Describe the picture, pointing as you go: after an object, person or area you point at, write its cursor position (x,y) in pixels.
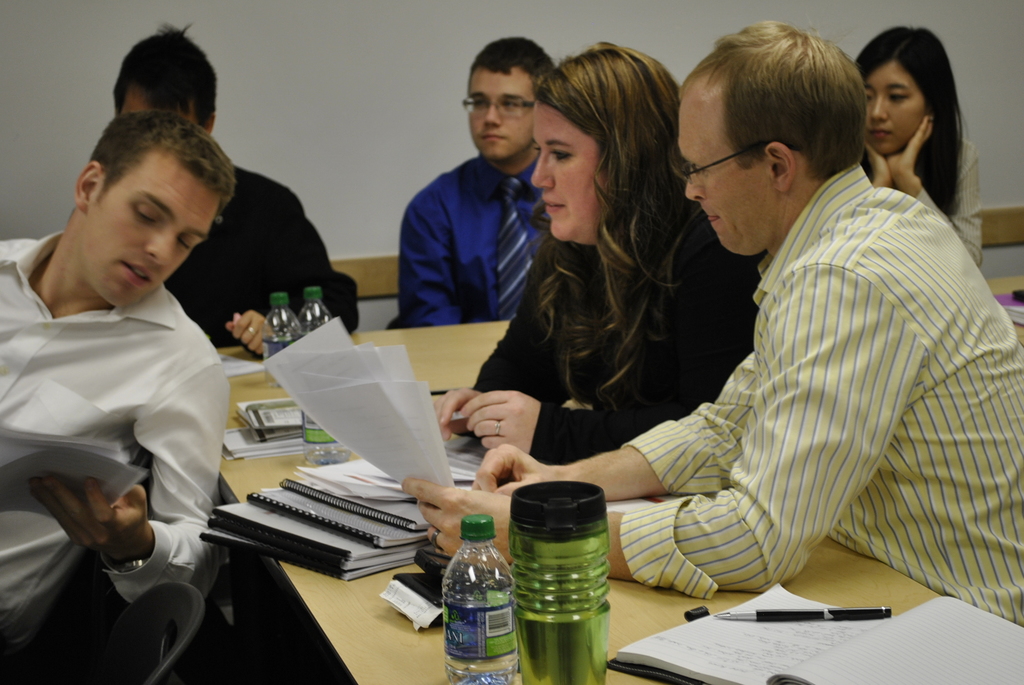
In the image I can see people (553,310) are sitting in front of table (442,647). On the table (430,639) I can see books (379,557), bottles (498,582), papers (407,593) and some other objects (433,565). Some of them are holding papers (344,419) in hands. In the background (340,100) I can see a white color wall (357,68).
